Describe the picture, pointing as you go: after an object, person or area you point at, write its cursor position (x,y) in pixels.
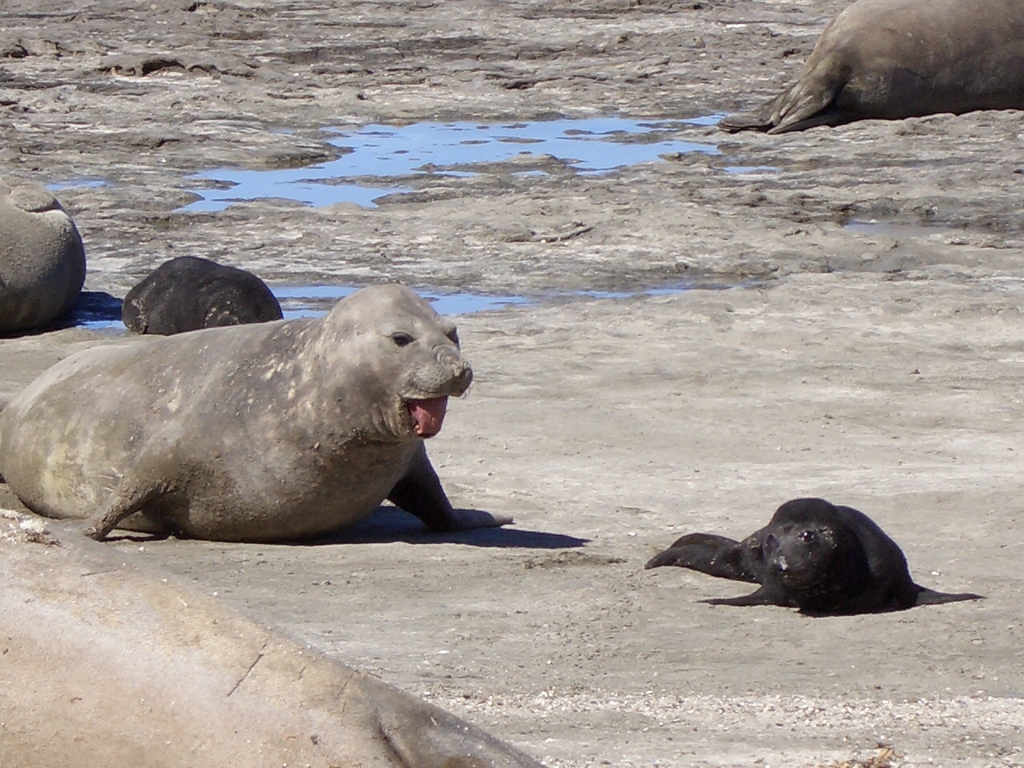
In this image we can see a group of seals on the ground (477,461). We can also see some stones (604,210) and the water (637,153).
